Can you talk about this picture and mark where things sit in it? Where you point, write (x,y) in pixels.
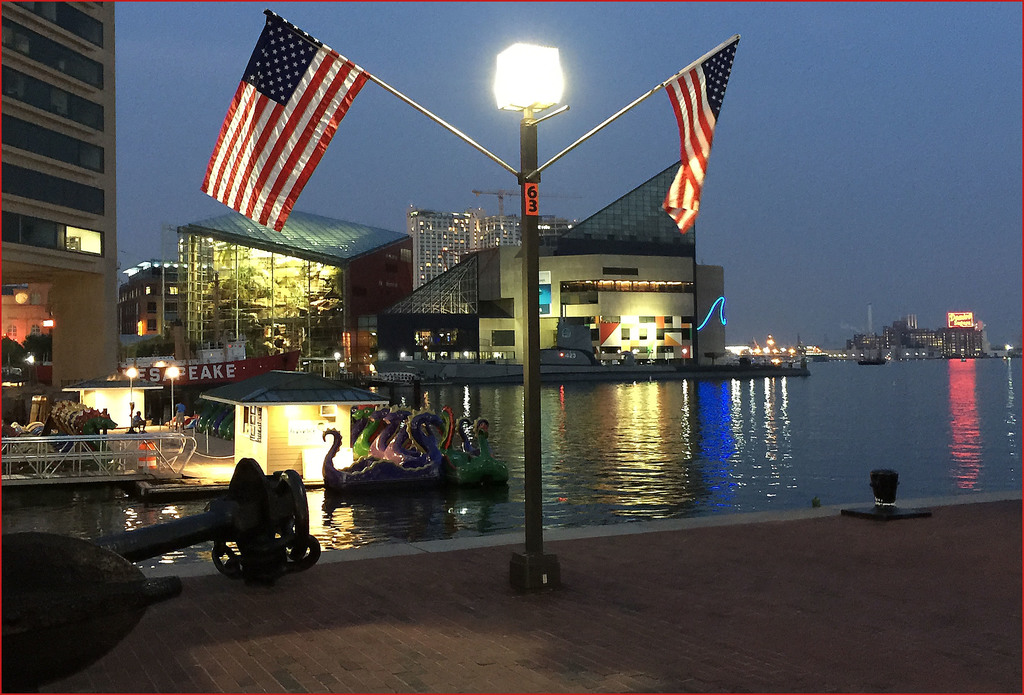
In this picture we can see a pole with flags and a light (523,106). On the left (108,578) and right side of the pole (529,524) there are some objects (79,569). Behind the pole (532,422) those are looking like people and boats (392,462) on the water (389,492). Behind the boats (415,453) there are buildings (489,299), poles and the sky (816,157).
